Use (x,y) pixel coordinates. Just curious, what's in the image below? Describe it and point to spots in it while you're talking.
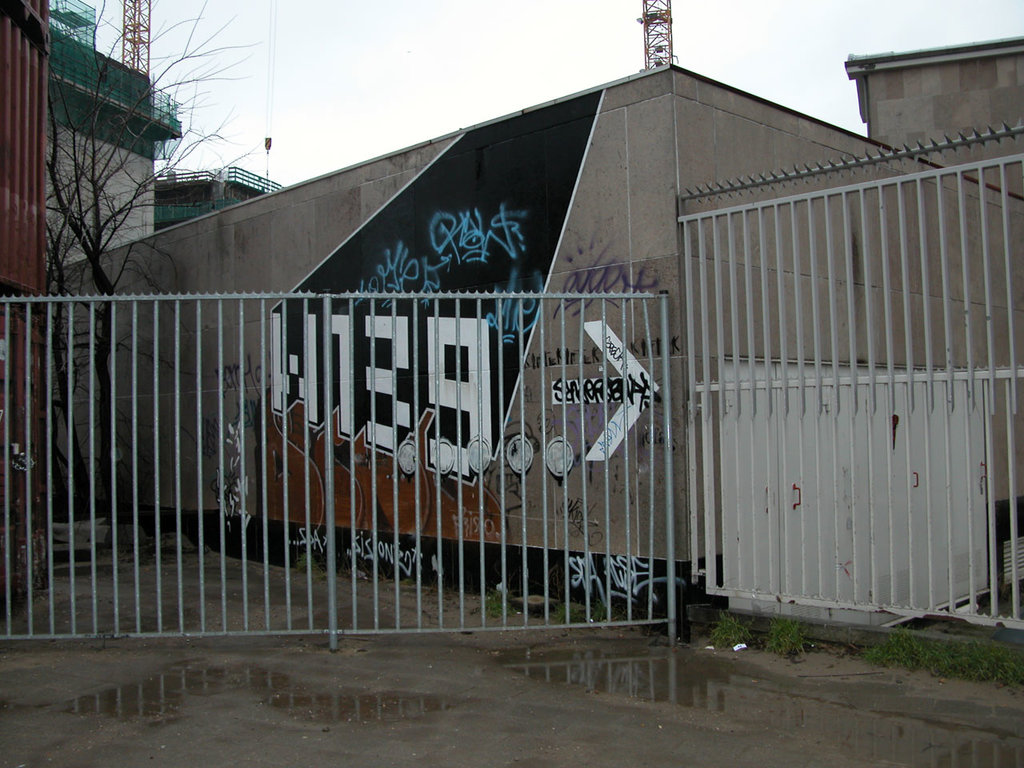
In this picture we can see a brown color warehouse (522,225) on which some spray art (434,412) is done on the wall (318,289). Above we can see red color metal frames (646,65). In the front (133,580) we can see white color grill railing (525,598).
